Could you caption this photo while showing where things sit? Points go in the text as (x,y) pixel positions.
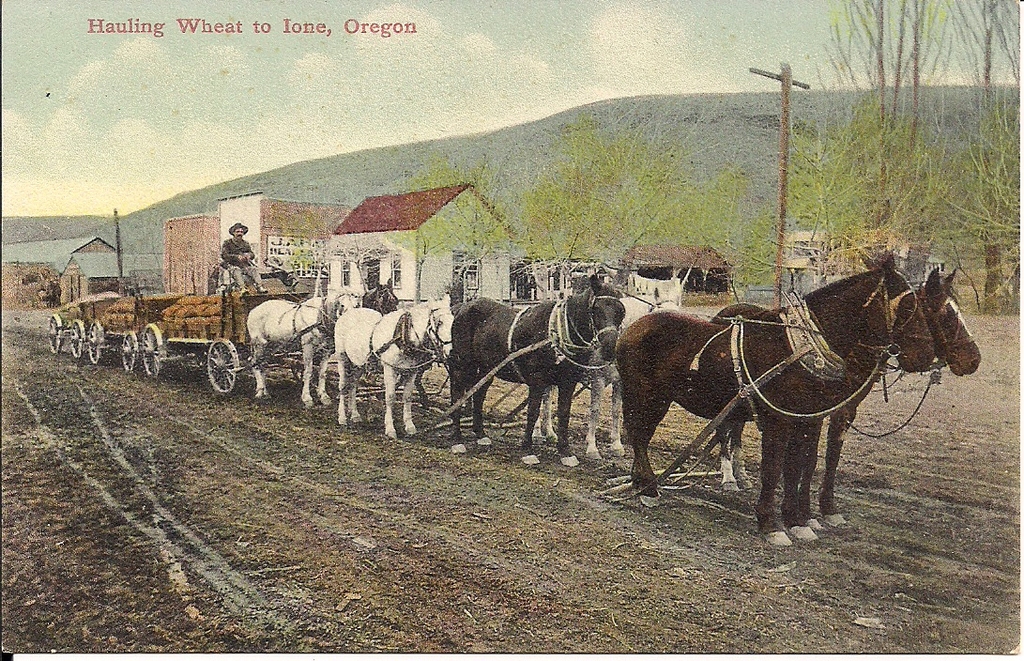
In this image, we can see a poster (590,390) with some text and images (277,283).
